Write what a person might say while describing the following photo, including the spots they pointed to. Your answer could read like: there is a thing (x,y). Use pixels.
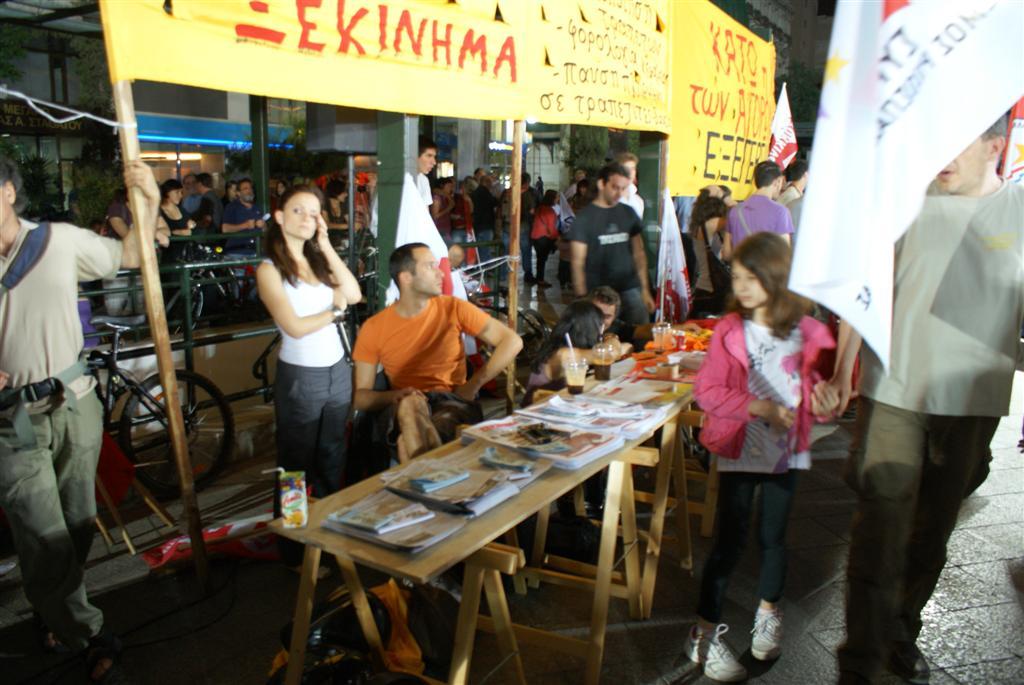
There are many persons (399,316) standing and sitting. In the left (46,346) a person (41,364) is holding a stick (145,280). And there is a banner (625,72). There are many tables (554,471). On the table (666,420) there are some books (501,455), glasses (603,372), and a can (293,485). In the background (248,244) there are cycles (177,370), some stalls (165,145) and many persons (485,186) are over there.
